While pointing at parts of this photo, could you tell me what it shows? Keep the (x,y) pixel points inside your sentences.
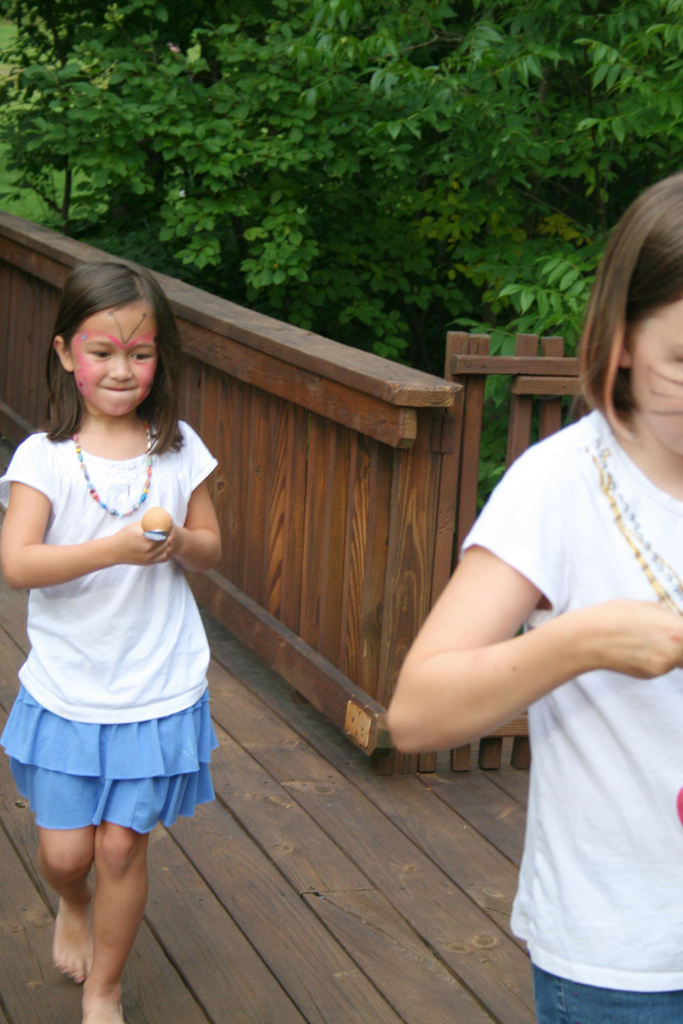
In the center of the image (446,635) there are two girls (74,829) walking and holding spoons (146,534). In the background (270,601) there is a fence (372,635) and we can see trees (438,173).
